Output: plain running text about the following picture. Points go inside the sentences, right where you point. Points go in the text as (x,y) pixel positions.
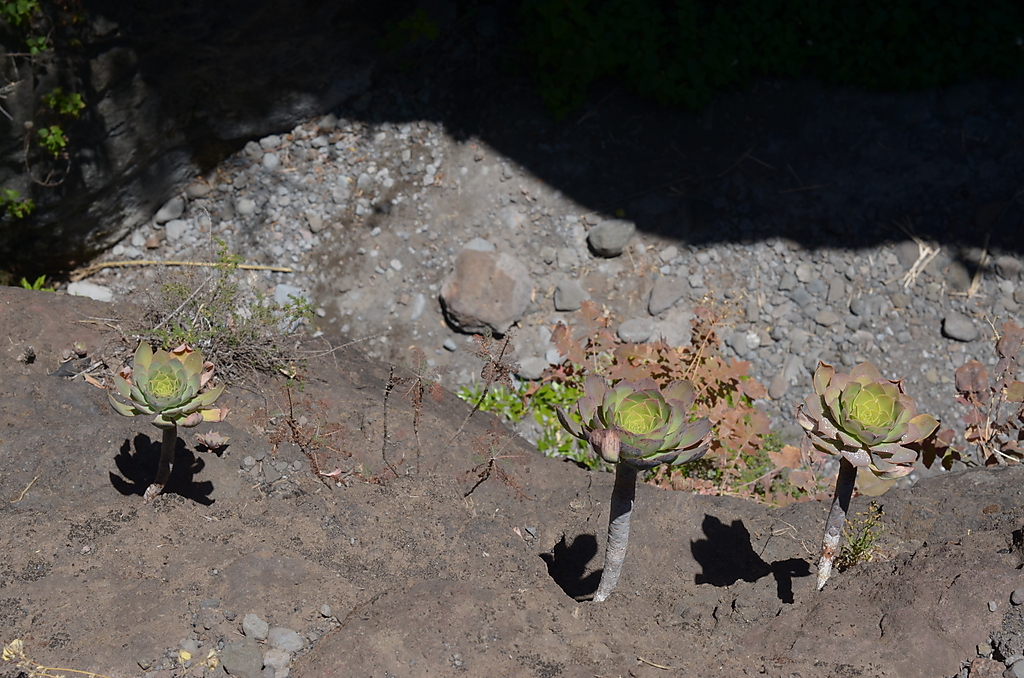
Here we can see plants (742,493) and there are stones (772,356) on the ground (765,331).
